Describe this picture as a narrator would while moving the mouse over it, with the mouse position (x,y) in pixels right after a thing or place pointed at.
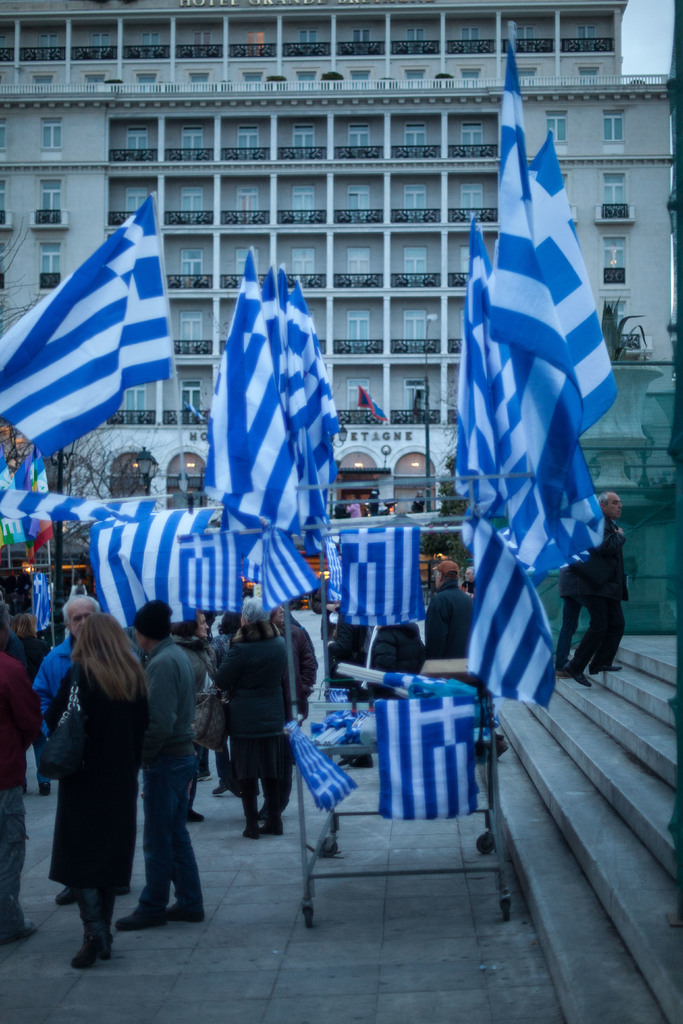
In this picture we can see a group of people (4,677), flags (434,730) and in the background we can see a building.
